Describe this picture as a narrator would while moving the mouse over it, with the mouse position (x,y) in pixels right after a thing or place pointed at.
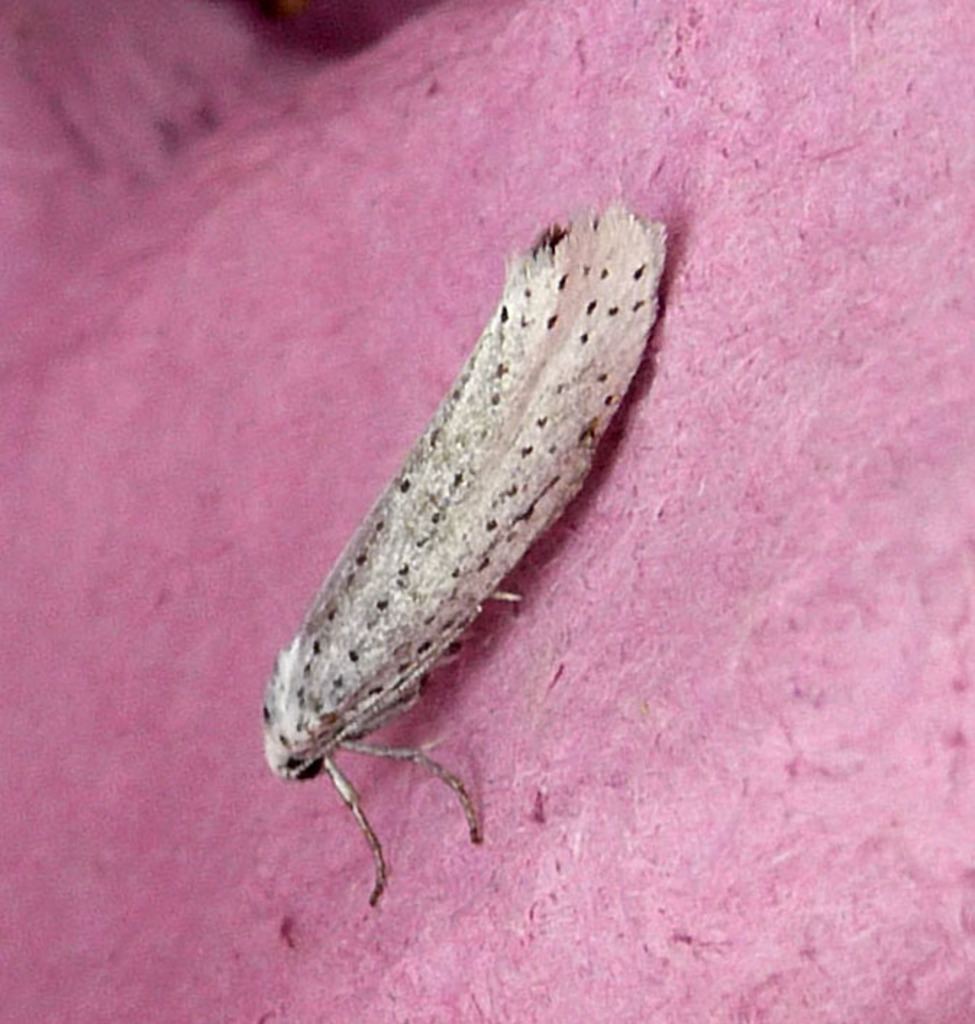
Here we can see an insect (351,559) on a pink color object (386,438).
